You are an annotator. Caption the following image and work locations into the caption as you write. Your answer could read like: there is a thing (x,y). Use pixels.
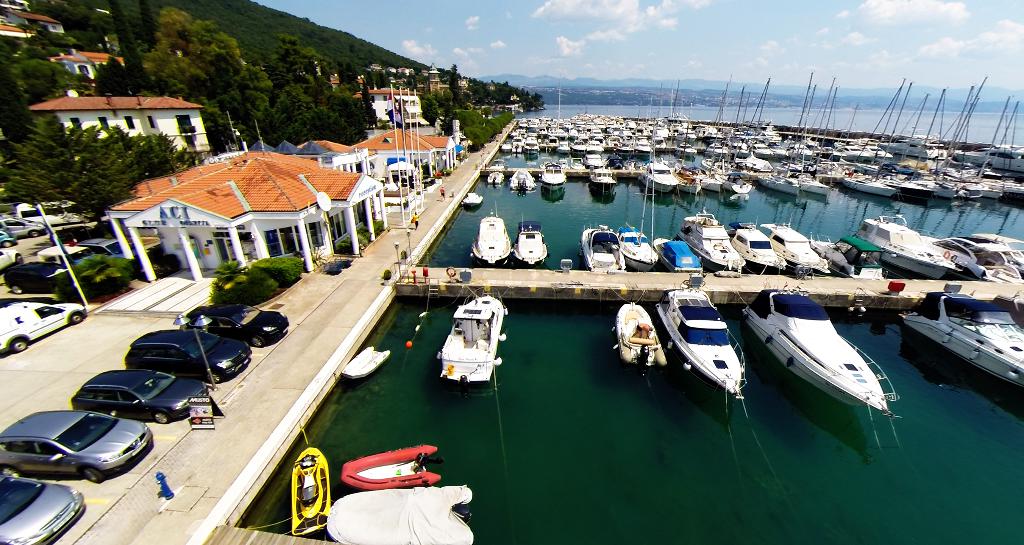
In this picture I can see few boats (853,373) in the water (651,411) and I can see couple of concrete piers (516,297) and I can see cars (168,378) parked and few trees (273,82) and buildings (329,225) and I can see few flags (391,122) and couple of people (417,223) walking and I can see hills (610,83) and a blue cloudy sky (602,33).
